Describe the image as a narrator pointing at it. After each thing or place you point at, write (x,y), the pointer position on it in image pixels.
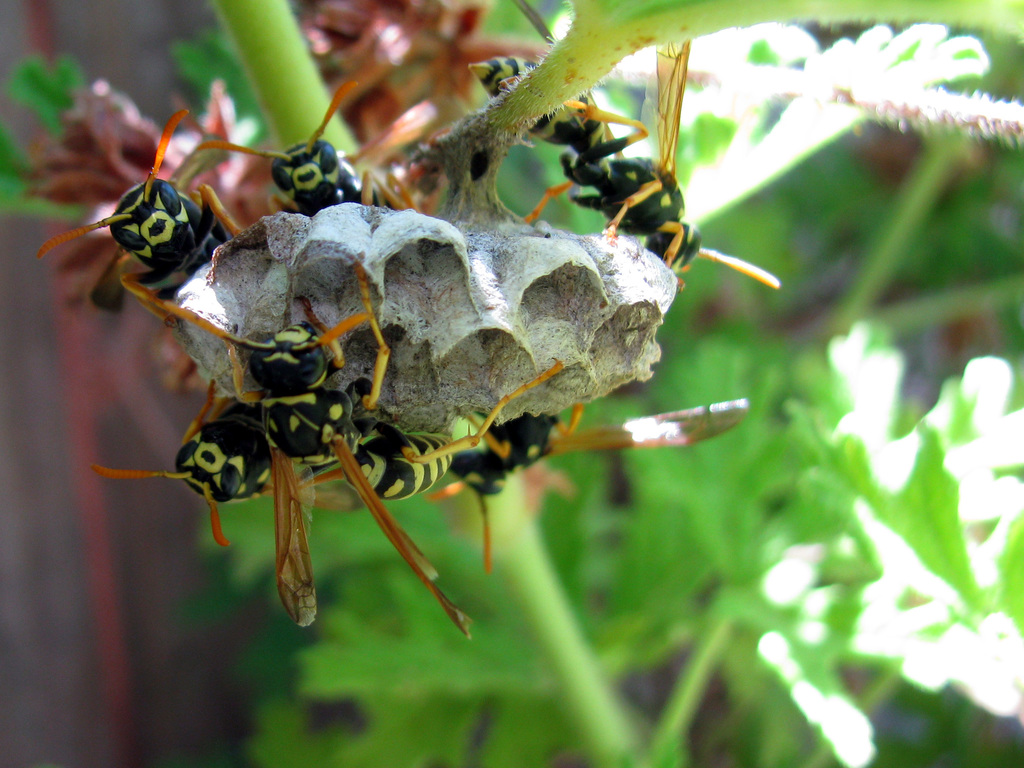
There are some insects (239,389) on a nest (538,363) on a plant (427,185) as we can see in the middle of this image (525,450).
